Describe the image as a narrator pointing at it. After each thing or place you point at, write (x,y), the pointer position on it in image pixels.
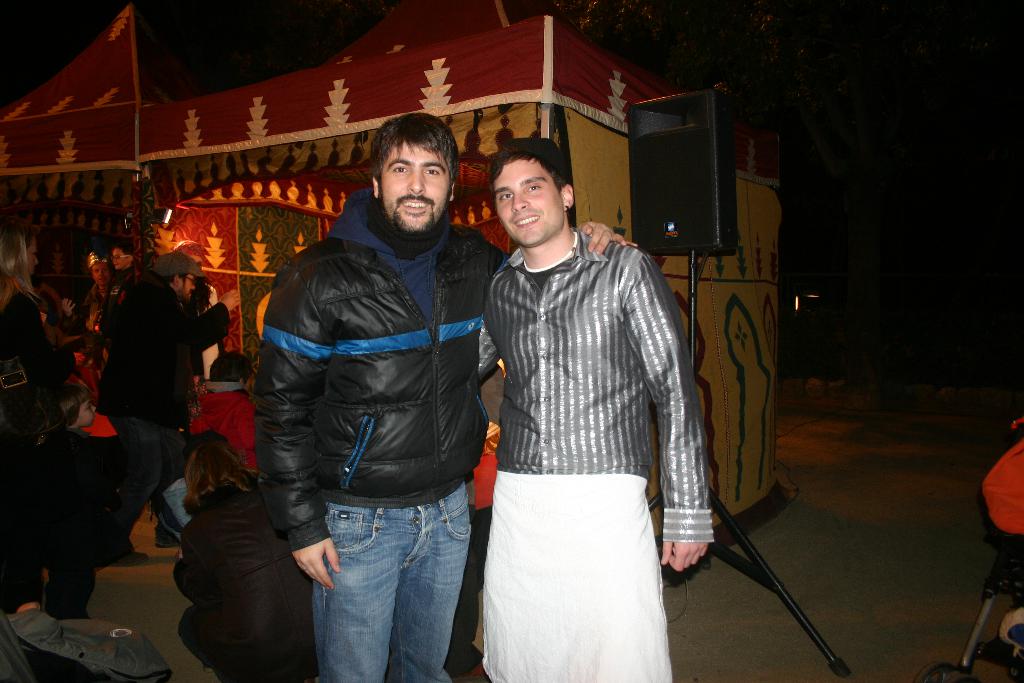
In the center of the image (474,417) we can see two people (421,412) are standing and they are smiling. In the background (584,106) there is a tent (242,214), speaker (723,157), few people (196,359) and a few other objects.
